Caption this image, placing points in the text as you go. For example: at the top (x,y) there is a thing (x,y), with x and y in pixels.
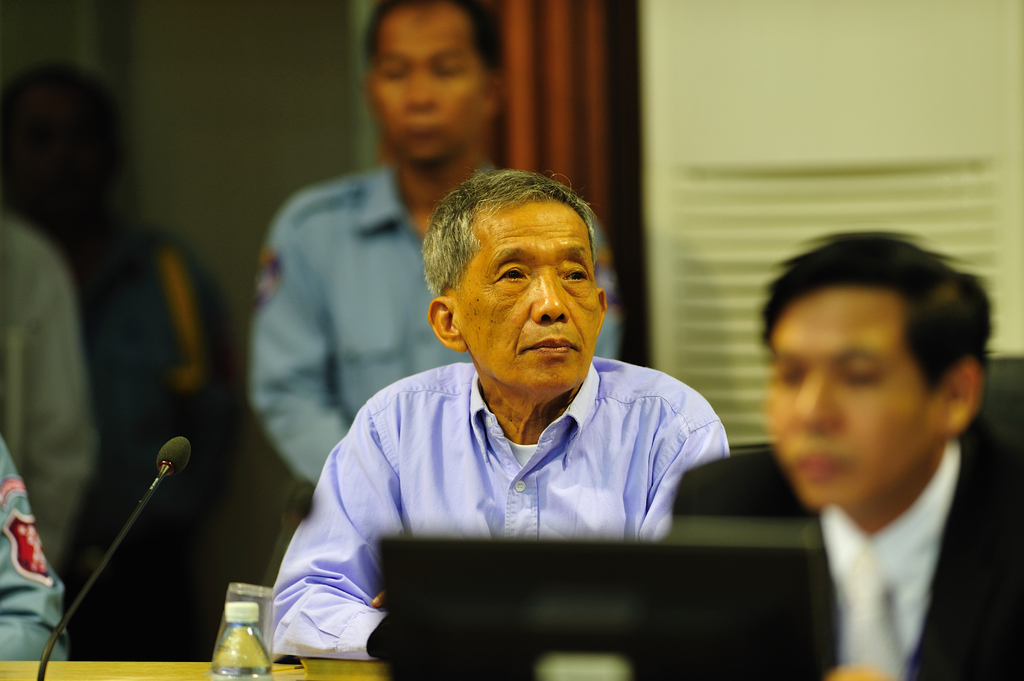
The image is inside the room (221,132). In the image there are two people (510,456) sitting on chair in front of a table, on table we can see a laptop (578,633), water bottle (248,659) and a microphone (184,464). In background (157,442) there are group of people (140,299) standing and a curtain (552,149) which is in red color, air conditioner (789,119) and a wall (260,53) which is in cream color.
